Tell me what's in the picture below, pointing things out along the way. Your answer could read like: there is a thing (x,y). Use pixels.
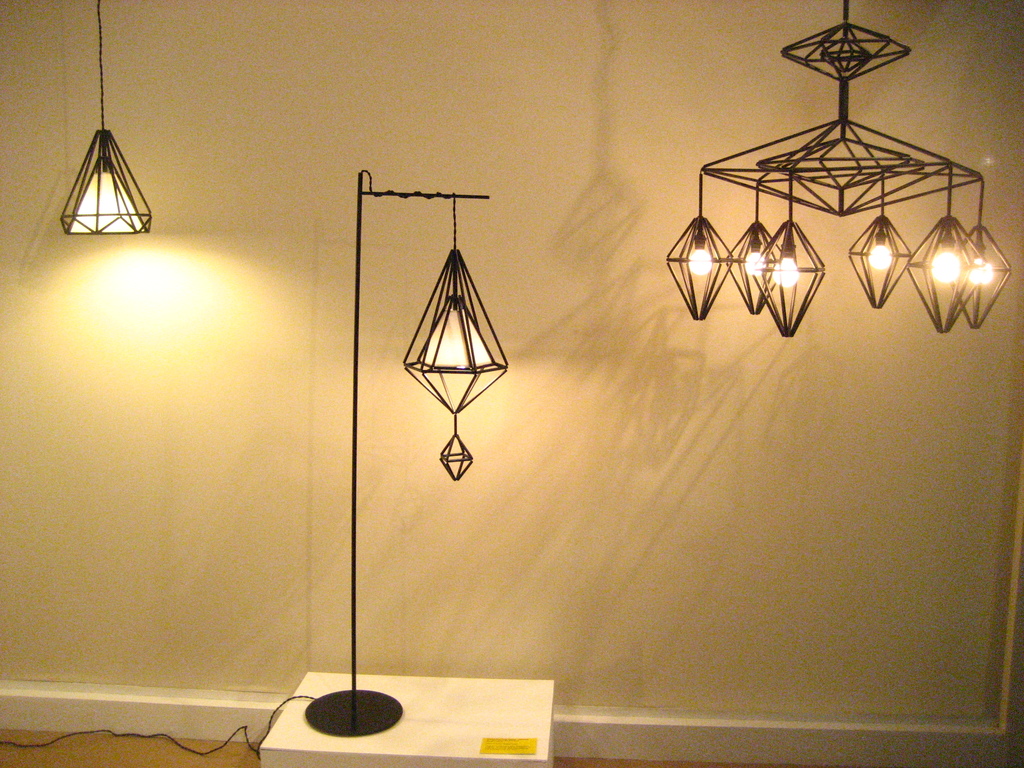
There is a lamp (339,725) with a stand (323,729) on a box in the center of the image (449,364), there is another lamp (96,166) at the top side (133,188) and a chandelier (811,205) on the right side (793,228), there is a wire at the bottom side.
